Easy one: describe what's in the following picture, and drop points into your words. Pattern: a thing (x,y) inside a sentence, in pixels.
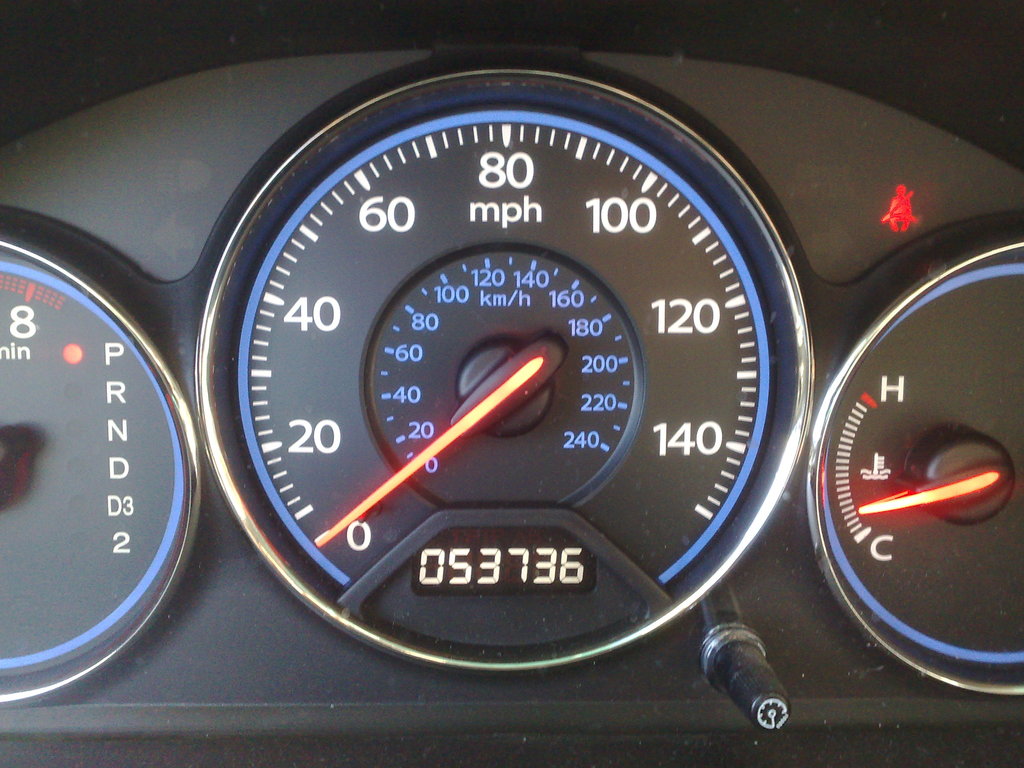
In this picture we can see speedometer (356,431), temperature meter (986,413) and tachometer (55,496) of a vehicle (59,406), we can also see a button (765,654) at the bottom (750,642).
